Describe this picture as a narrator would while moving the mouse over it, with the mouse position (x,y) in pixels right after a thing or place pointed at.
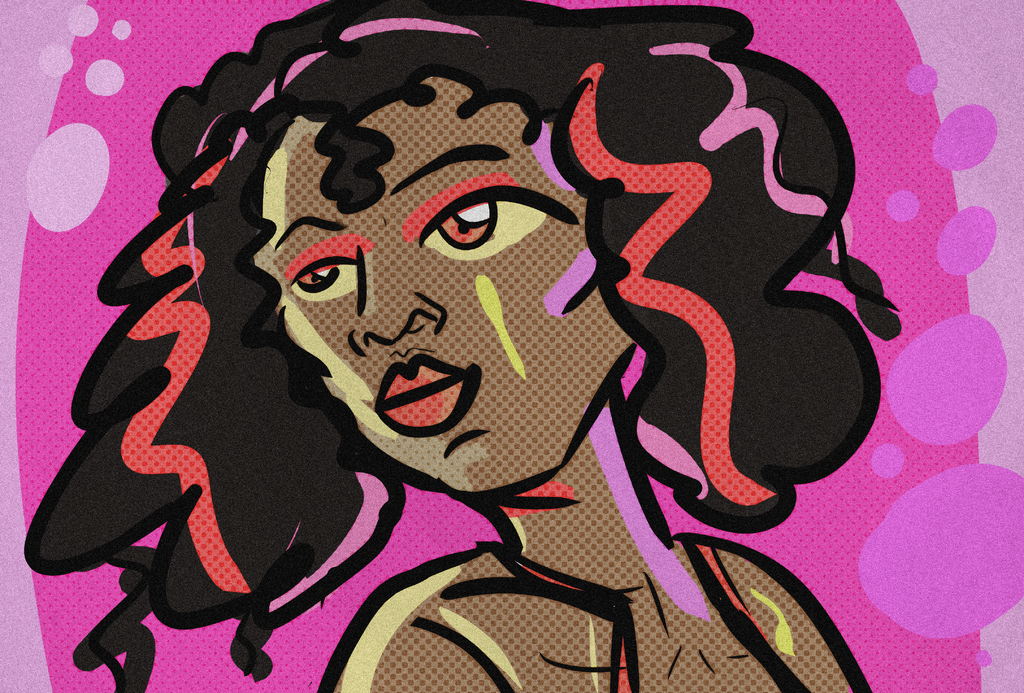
This picture contains the painting (528,185) of the woman (293,195) and it is in black, brown, red and pink color. In the background (946,387), it is pink in color.
